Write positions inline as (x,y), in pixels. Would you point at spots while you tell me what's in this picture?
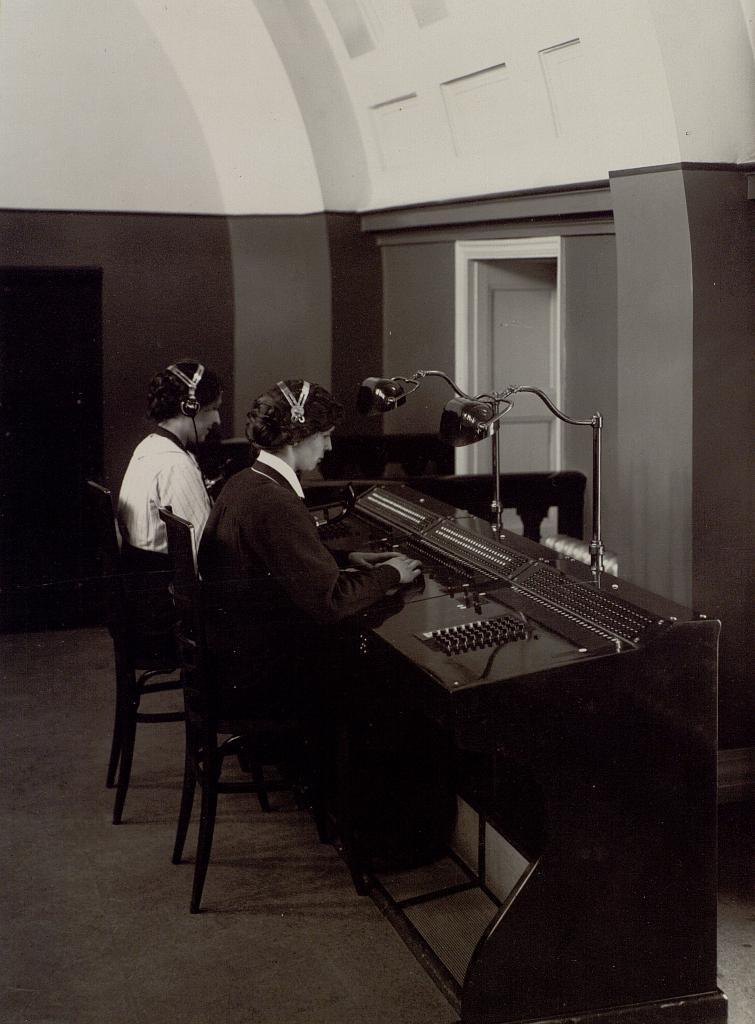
This is a black and white image, in this image in the center (296,643) there are two persons (269,600) sitting on chairs (196,531) and they are typing something. In front of them there are keyboards (448,574) on the table (600,734), and there are lights (488,434). In the background (541,316) there are doors (72,318) and wall (224,418), at the bottom (188,939) there is floor (287,955).
